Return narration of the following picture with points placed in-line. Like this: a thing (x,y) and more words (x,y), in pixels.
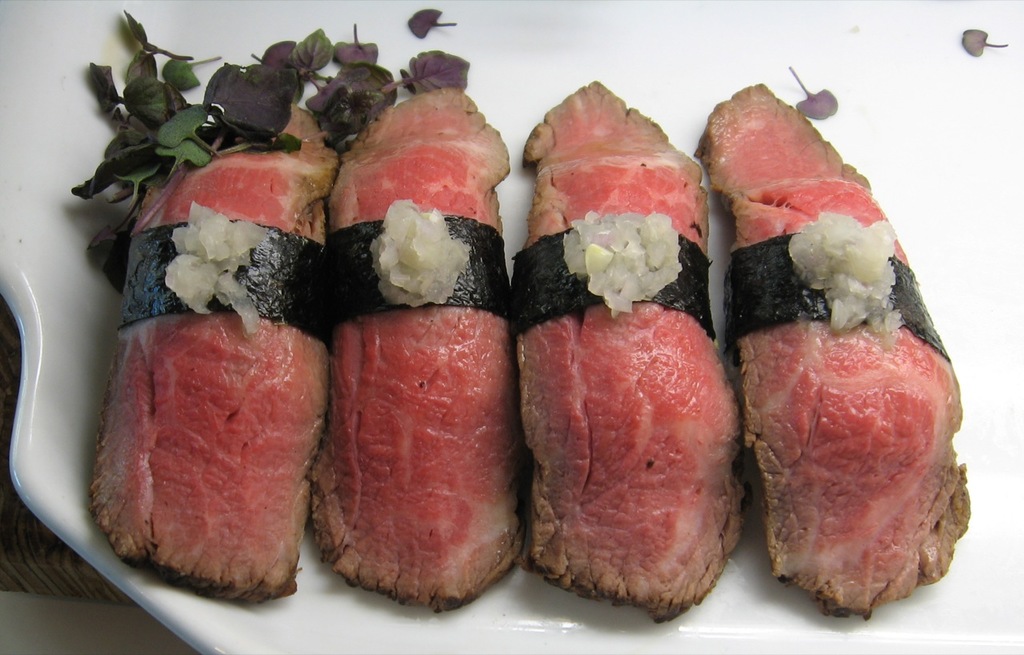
In this image we can see food items (387,373) in a plate (173,591).
